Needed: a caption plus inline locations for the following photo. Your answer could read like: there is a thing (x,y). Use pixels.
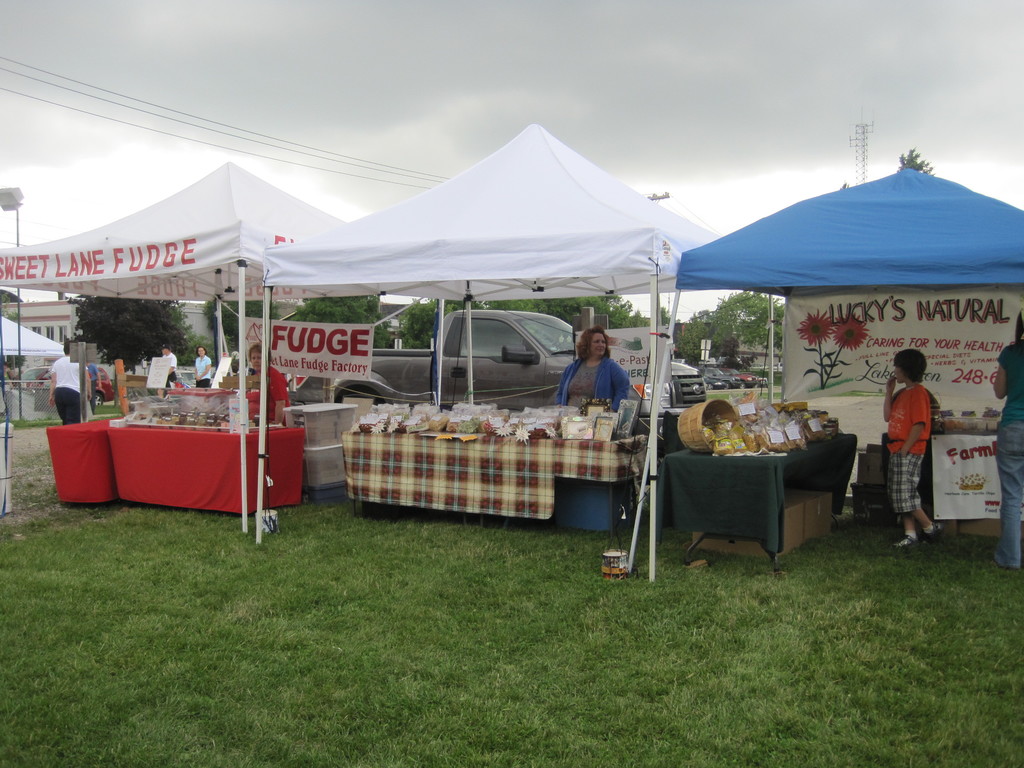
In the center of the image (652,336) there are tents (651,453). On the right side of the image (915,457) we can see persons (900,448). On the left side of the image (199,235) we can see persons (249,413), tent (36,344) and pole (6,203). In the background (679,400) there are vehicles (495,375), trees (120,321), buildings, tower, sky (459,159) and clouds (682,95).
